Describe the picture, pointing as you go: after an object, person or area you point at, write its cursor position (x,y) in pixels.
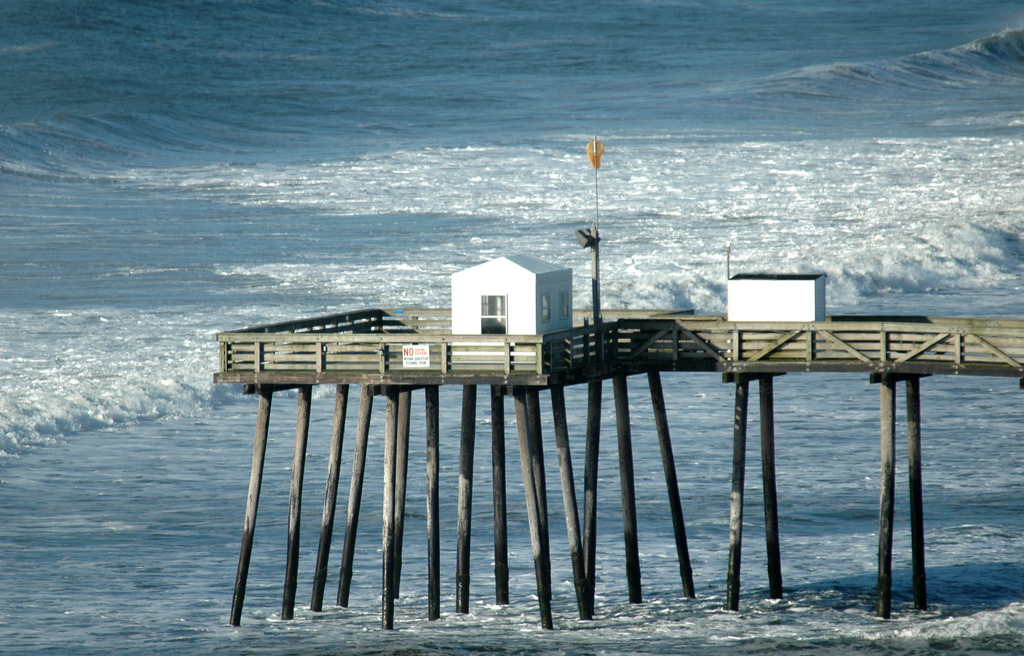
In the image there is water (421,584). On the water (354,301) there is a bridge (570,353) with wooden poles (397,416) and wooden fencing (364,366). And also there is a poster (403,348) on the wooden fencing (441,349). On the bridge (462,336) there are two rooms (519,296) with walls (531,298) and windows (563,303). And also there is a pole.
